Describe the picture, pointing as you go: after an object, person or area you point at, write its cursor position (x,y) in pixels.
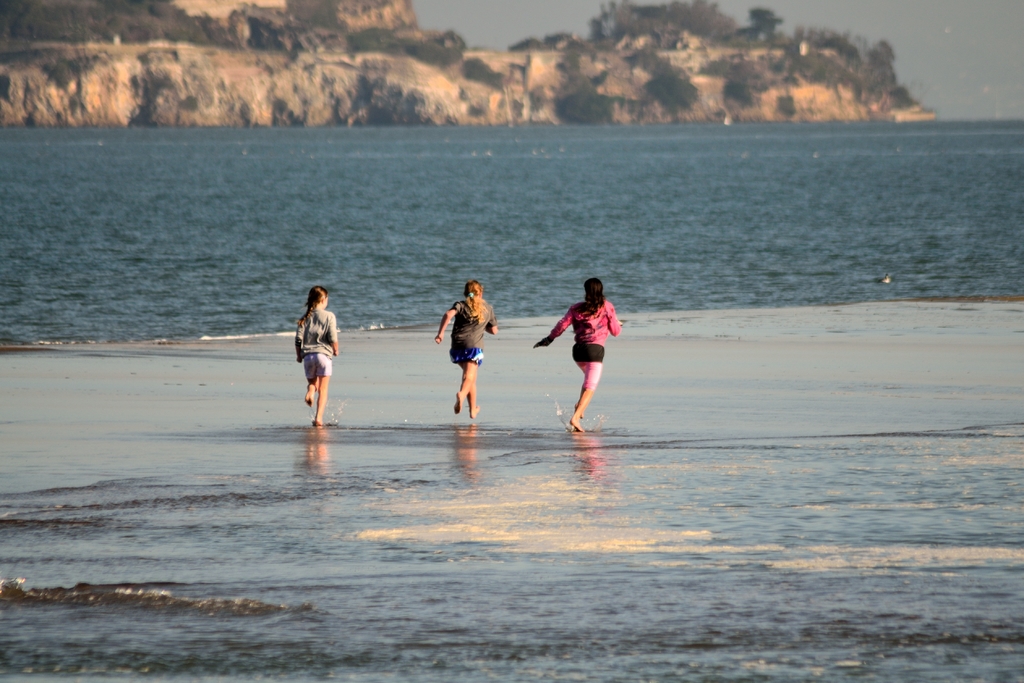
There are three kids (312,337) running in a beach area (219,371) as we can see in the middle of this image (404,395). We can see a surface of water (444,180) and a mountain (453,70) in the background (681,144) and the sky (998,53) is at the top of this image (501,22).
